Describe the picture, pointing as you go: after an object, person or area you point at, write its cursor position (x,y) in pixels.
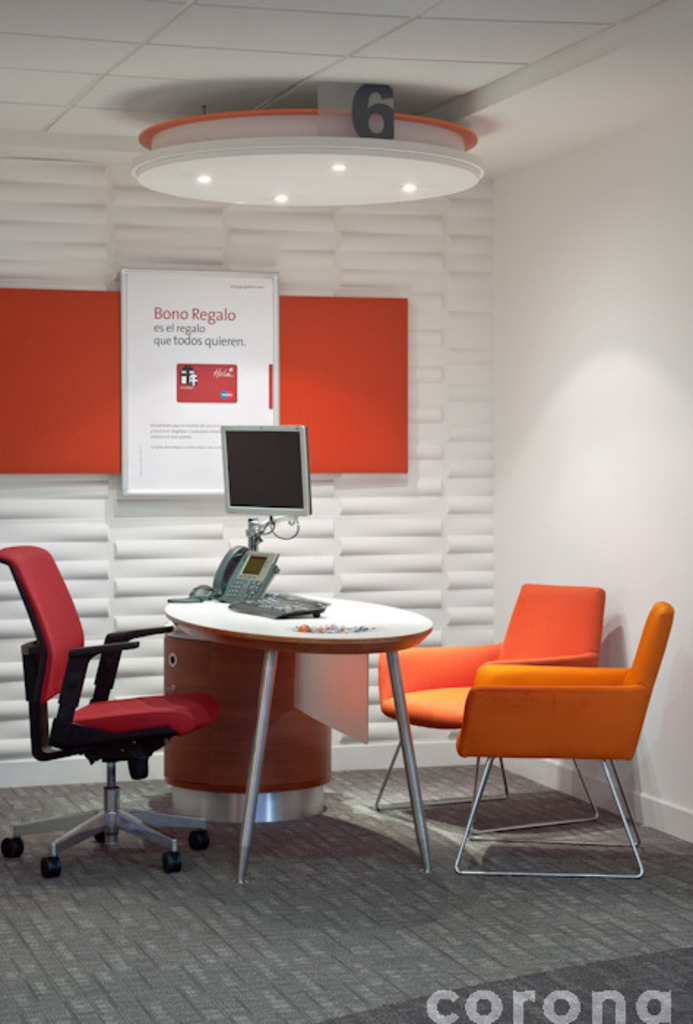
In this picture, we can see chairs (526,718) and table (349,716) on the mat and on the table (274,626) there is a keyboard (261,607), telephone (247,598) and monitor (257,472). Behind the monitor (261,462) there is board (195,427) and there are ceiling lights (328,177) on the top (316,150). On the image there is a watermark (596,1018).
